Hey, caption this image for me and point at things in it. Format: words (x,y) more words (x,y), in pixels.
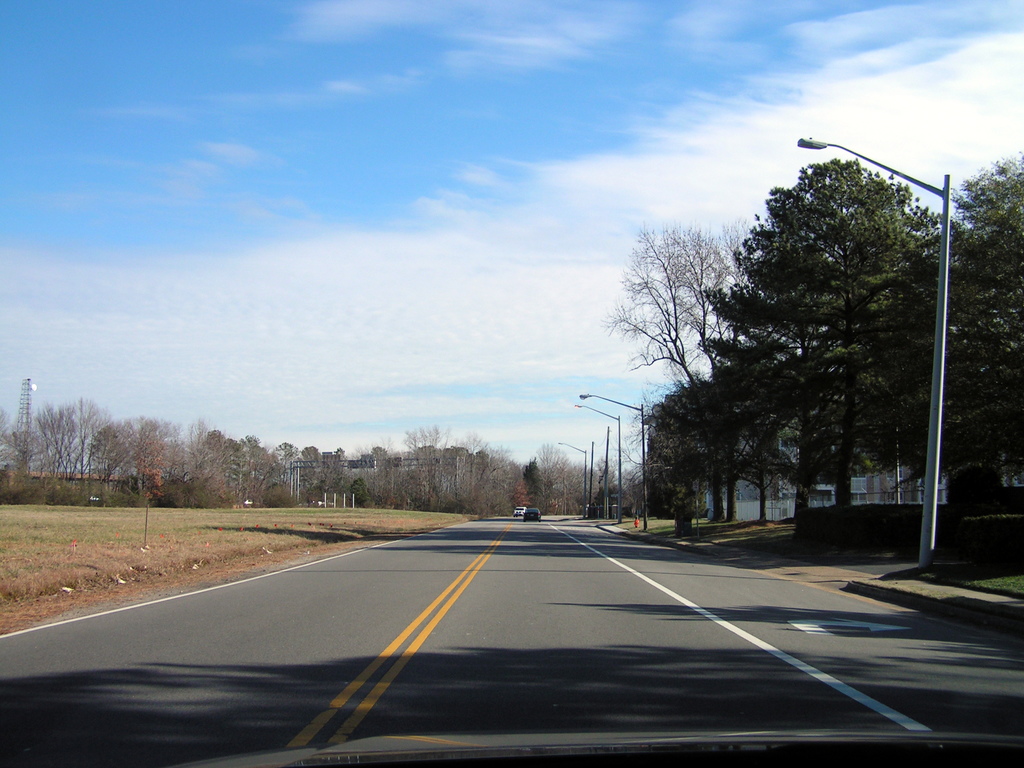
In this image we can see vehicles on the road (487,555). On the right side (692,485) there are light poles (926,536) and trees (776,451). In the back (307,480) there are trees (307,480) and buildings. Also there is sky (407,242) with clouds (407,242).
